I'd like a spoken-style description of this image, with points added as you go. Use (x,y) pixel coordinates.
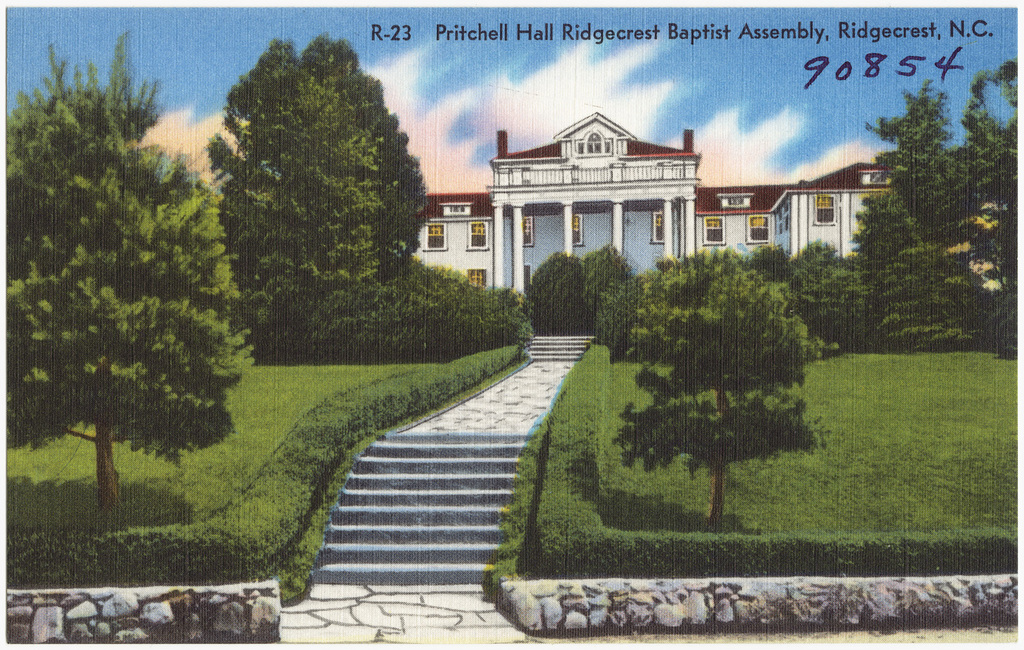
In this picture we can see an image containing grass (910,450), trees (763,387), plants (556,410), stairway (439,507), pavement (415,610) and a building (565,206) and we can see the windows (755,222) and pillars (516,215) of the building (796,250). In the background (726,63) we can see the sky (475,60). At the top (499,38) there is a text (782,36) and numbers (814,69) on the image.
